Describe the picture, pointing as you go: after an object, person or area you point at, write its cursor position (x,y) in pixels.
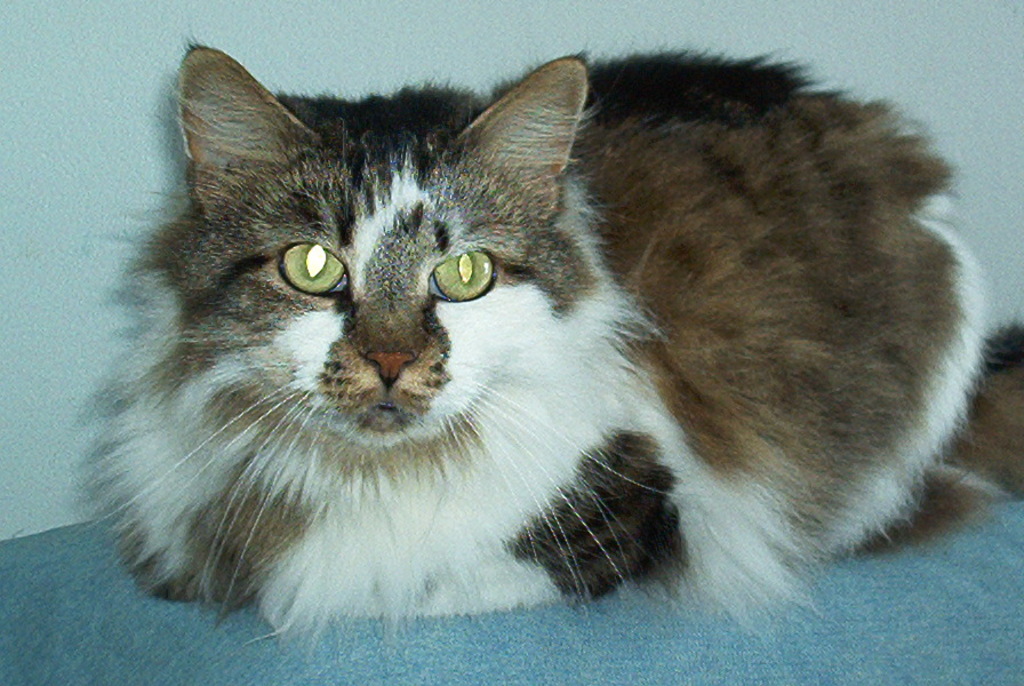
In this image I can see a blue colour thing (53,652) and on it I can see a brown and white colour cat (429,441). I can also see the wall (889,67) in the background (912,117).
